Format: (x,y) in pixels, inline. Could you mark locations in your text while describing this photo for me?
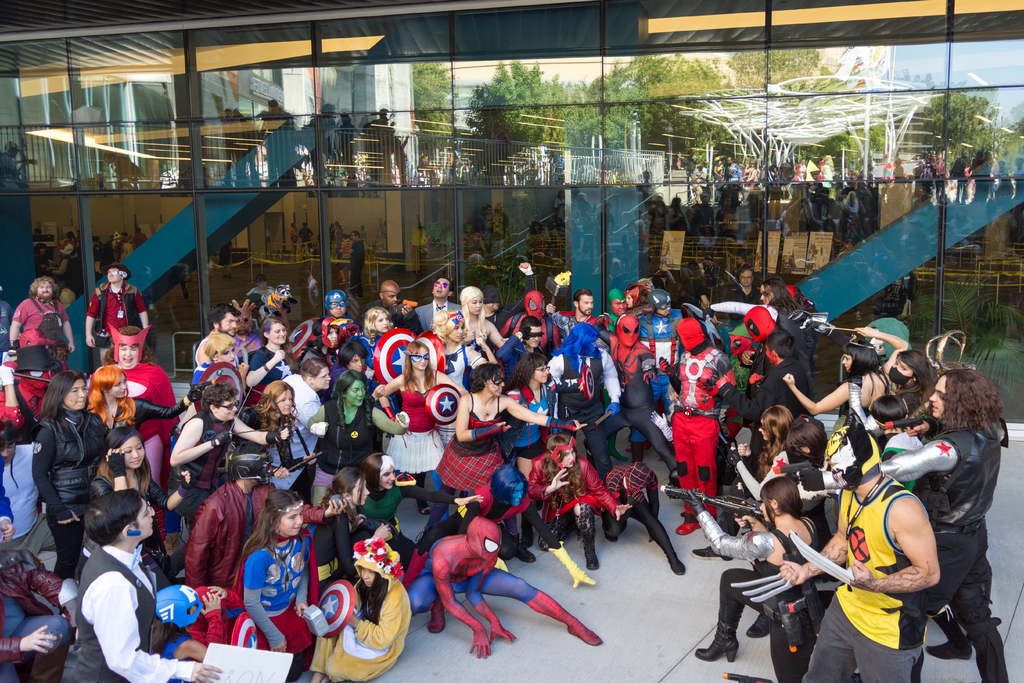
There are people (258,386) wore different costumes (550,413) and we can see glass (927,53), through this glass (601,174) we can see people (378,130), building (351,219), trees (425,117) and sky (939,50).
